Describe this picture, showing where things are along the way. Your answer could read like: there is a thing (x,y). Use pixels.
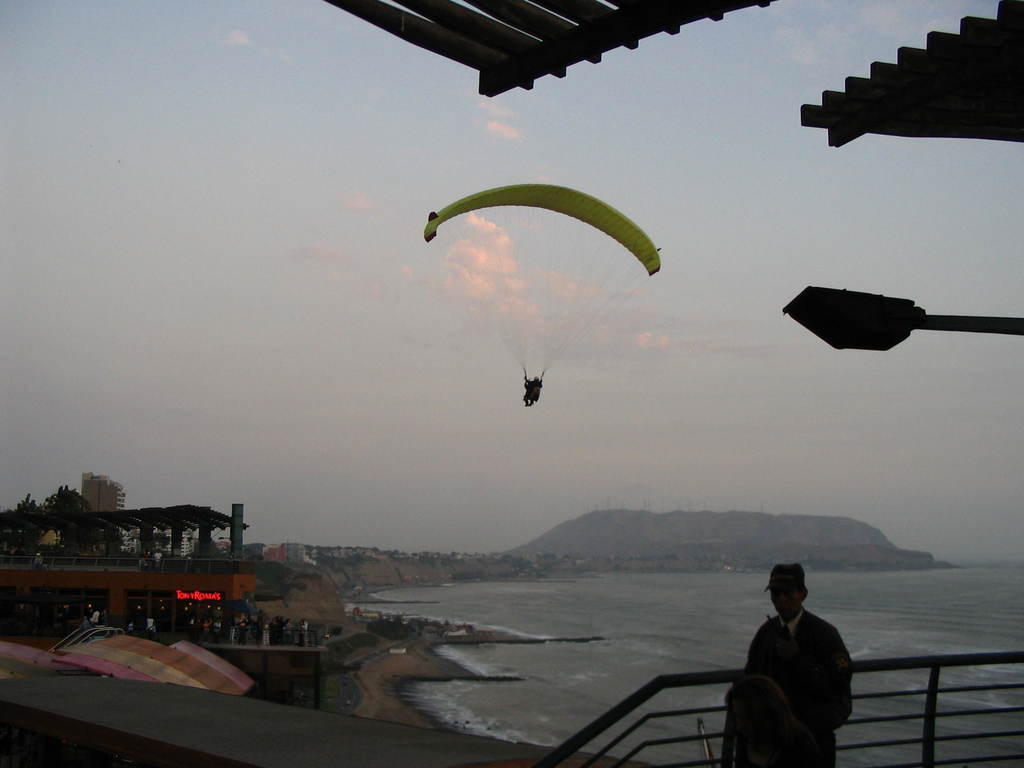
In this image we can see a person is Parachuting. Bottom of the image (581,598) sea (769,605) is there. To the left side of the image (104,600) buildings (209,616) are present. Bottom right side of the image (821,693) one man (808,693) is standing, behind him one fence (927,697) is there. Top right of the image (975,64) shelters (535,24) are present.
